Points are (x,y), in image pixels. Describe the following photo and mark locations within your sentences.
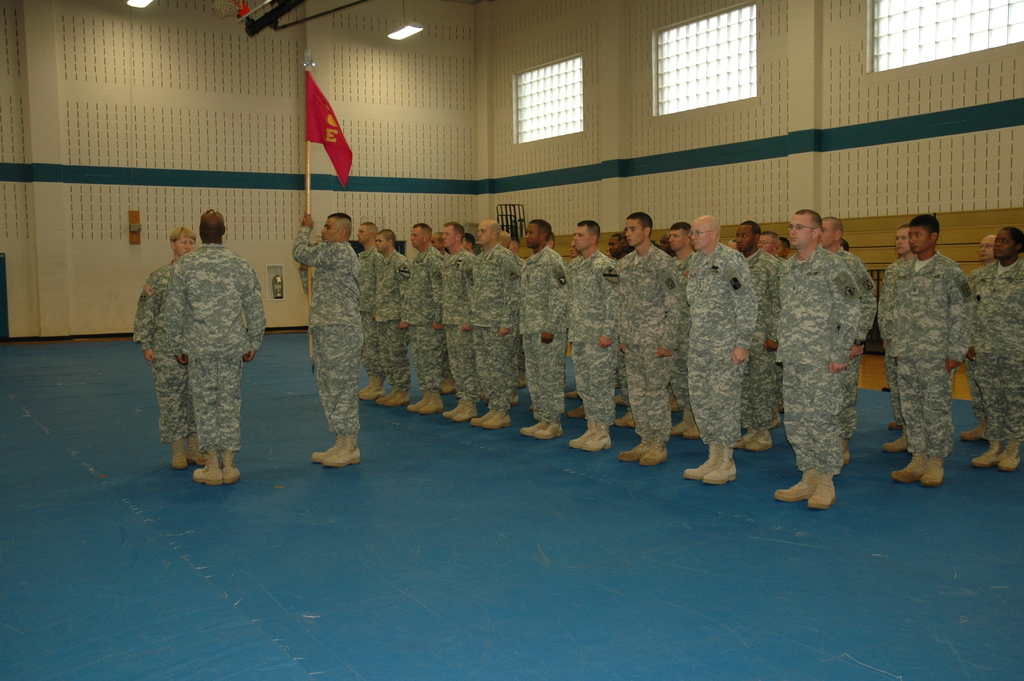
This picture describes about group of people (503,329), in the middle of the image (354,270) we can see a man (309,229), he is holding a flag (310,282), at the top of the image (403,25) we can see lights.
